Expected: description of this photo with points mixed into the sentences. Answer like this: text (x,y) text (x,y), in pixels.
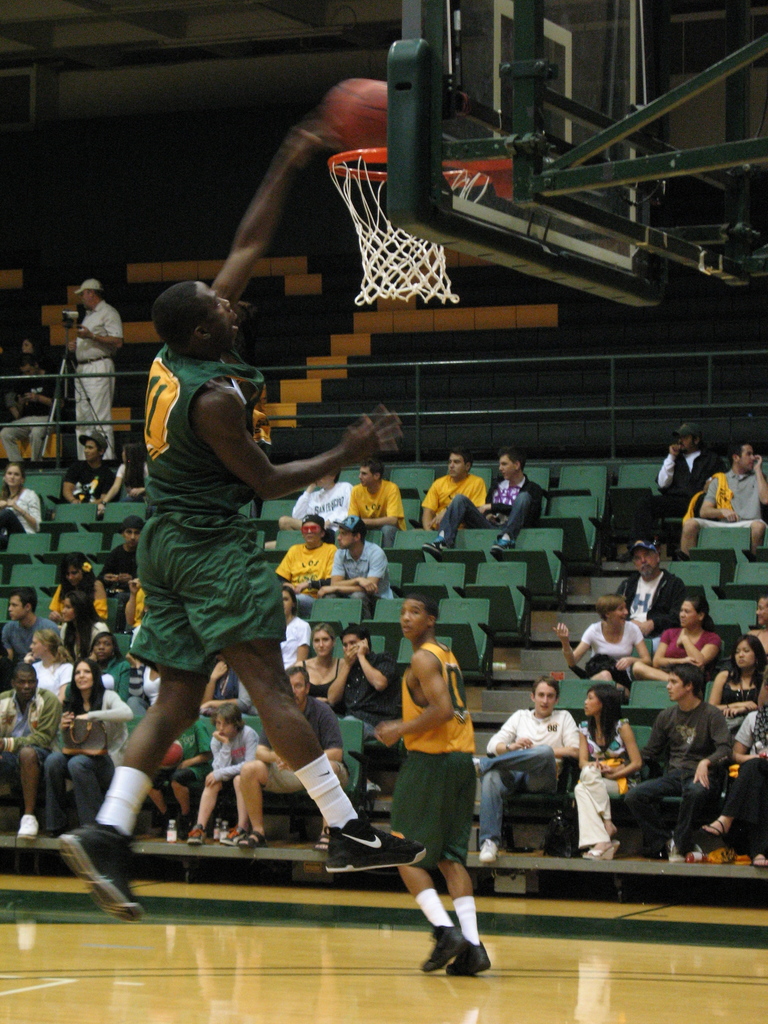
This is a playing ground (641,946). Here I can see few men (444,720) are wearing t-shirts (169,457), shorts (240,634) and playing the basketball. In the background (356,562), I can see many people (370,591) are sitting on the chairs (409,488) and looking at the people (227,619) who are playing.
